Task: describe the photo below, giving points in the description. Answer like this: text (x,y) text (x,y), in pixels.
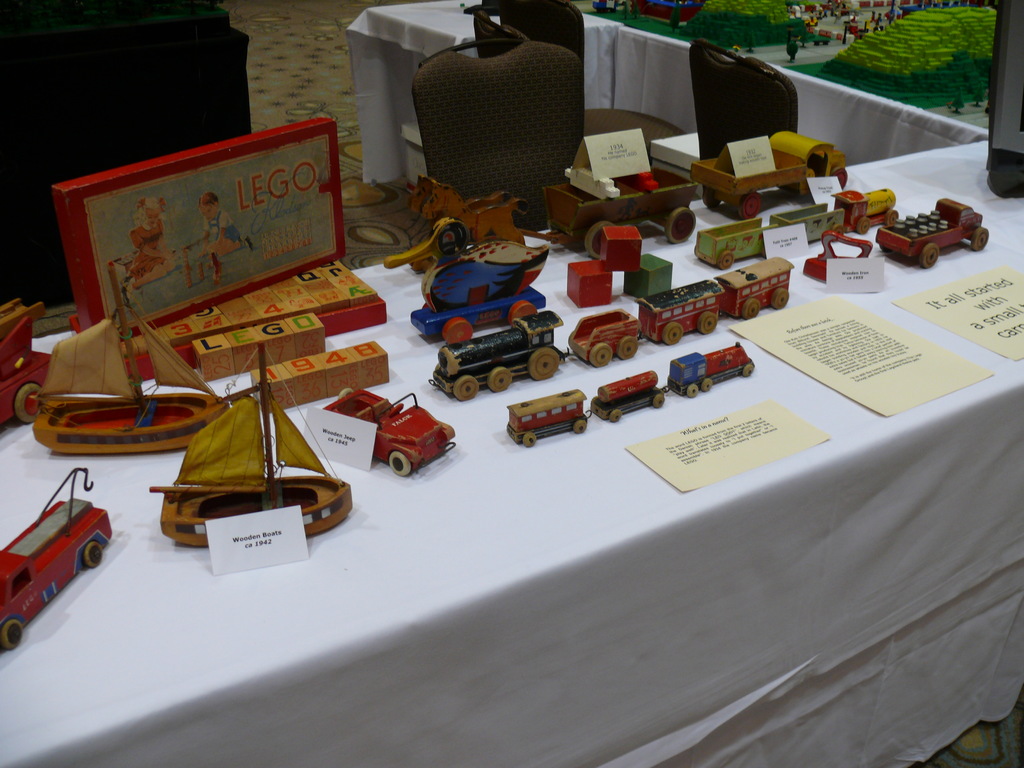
In this picture there are toy cars (54,581), trains (607,333) and ships (315,527) and there is a duck (409,254) and there is a board (82,221) and there are papers (987,339) on the table (660,635) and the table (685,635) is covered with white color cloth (812,502). At the back (935,95) there is a miniature (966,86) on the table (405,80) and there are chairs (473,66) and there is a table (378,142) and the table (473,17) is covered with white color cloth (461,13). At the bottom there is a mat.
